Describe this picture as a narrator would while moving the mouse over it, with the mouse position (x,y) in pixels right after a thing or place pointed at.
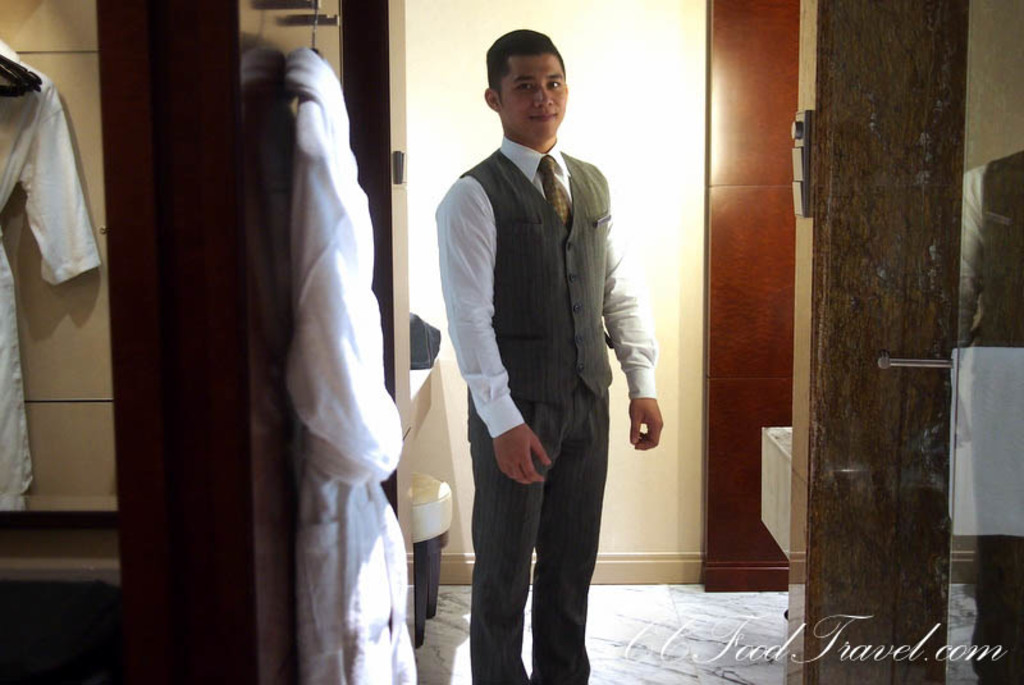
In this image I can see one person (595,275) is standing and wearing white and grey color dress (491,254). I can see the wall (645,127), few clothes (333,158) are hanged to some objects (309,14).
